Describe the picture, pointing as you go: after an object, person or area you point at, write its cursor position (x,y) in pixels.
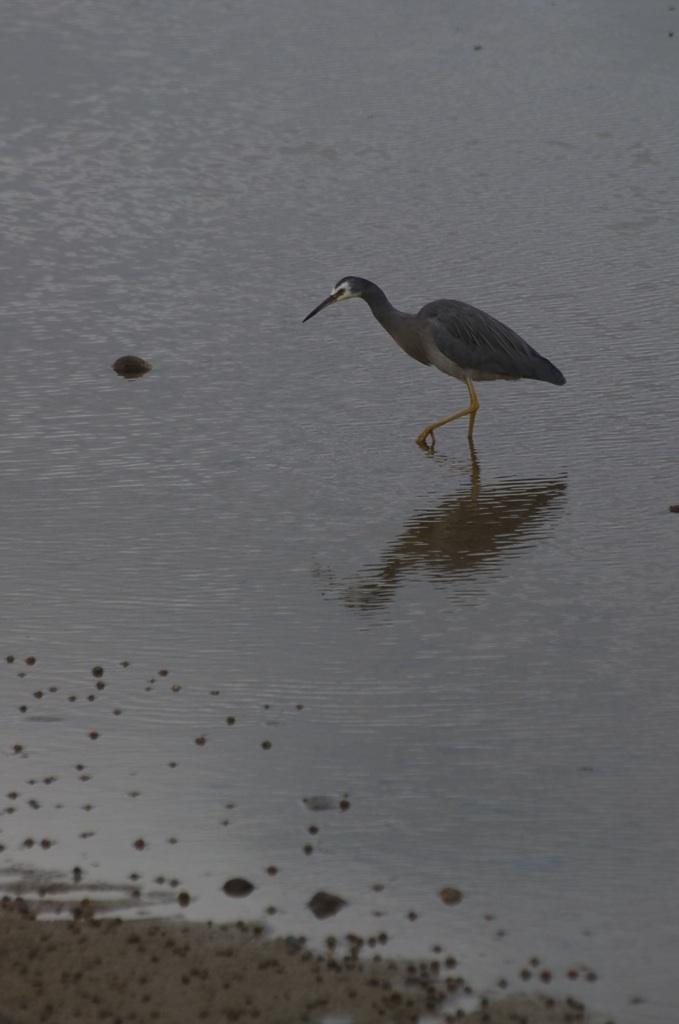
There is a bird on the water surface (395,381) and stones (449,962) at the bottom side (370,899).
